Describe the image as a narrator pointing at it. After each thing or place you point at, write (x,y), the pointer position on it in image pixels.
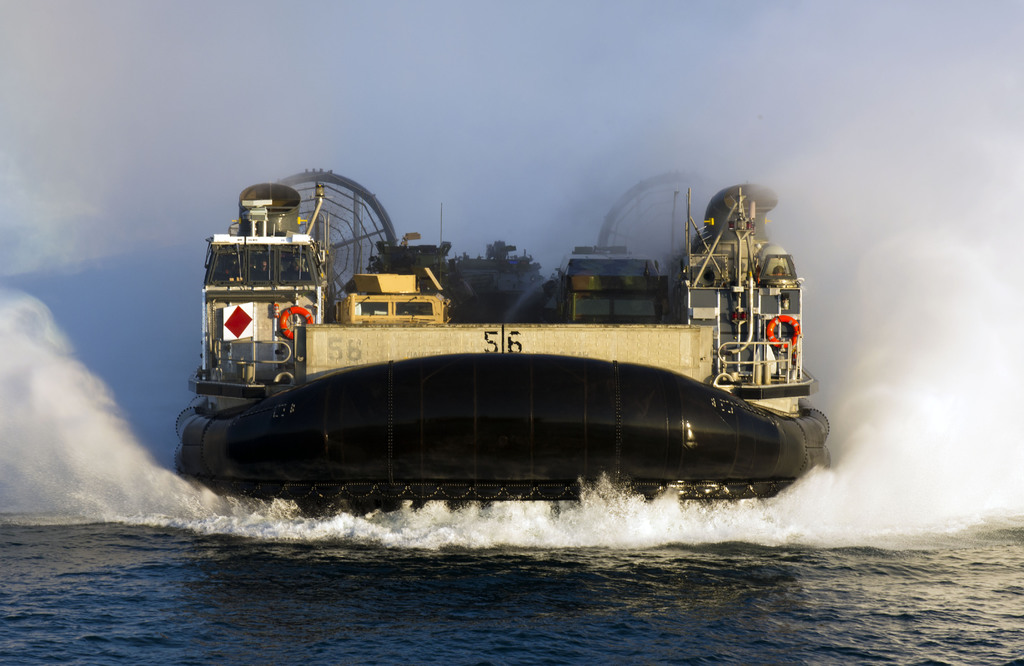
In this image I can see a big ship (542,384) in black color. At the bottom (448,604) it is the water (395,561), at the top (444,64) it is the sky (442,101).
